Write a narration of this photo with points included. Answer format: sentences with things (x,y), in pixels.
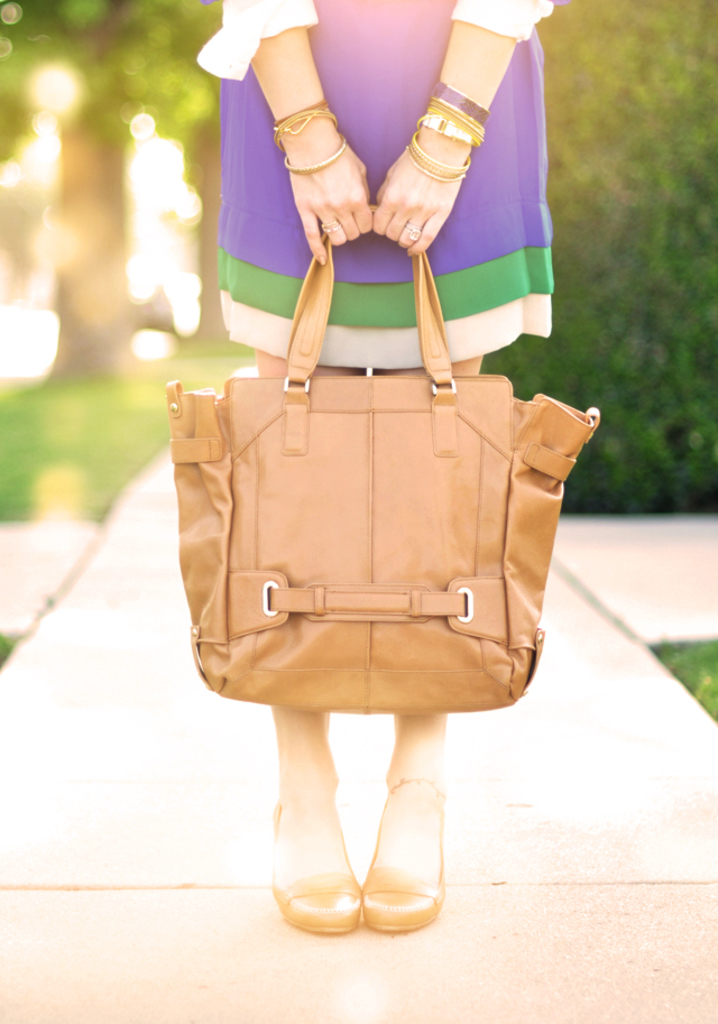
In this picture there is a woman (362,229) wearing purple skirt (446,272) is holding a brown bag (395,618) in her hand (352,230). Some lights (161,185) and a plant (603,294) is seen in the background (654,376).
